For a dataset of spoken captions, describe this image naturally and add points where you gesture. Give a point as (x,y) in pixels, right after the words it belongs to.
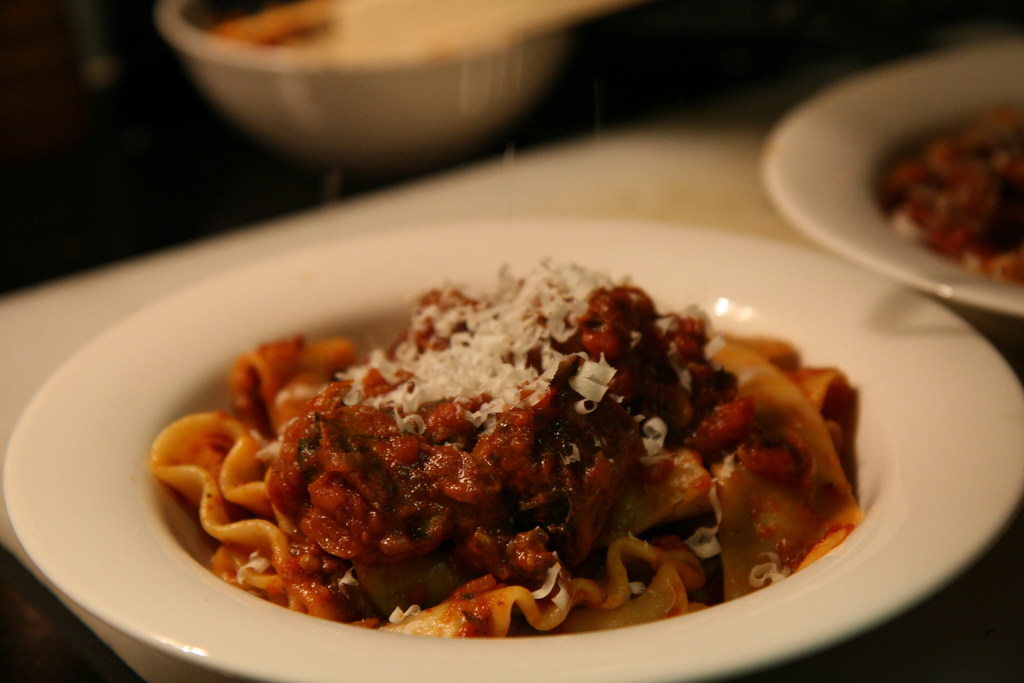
In this place we can see food (666,462). On the table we can see plates (917,65) and bowl (487,115).
